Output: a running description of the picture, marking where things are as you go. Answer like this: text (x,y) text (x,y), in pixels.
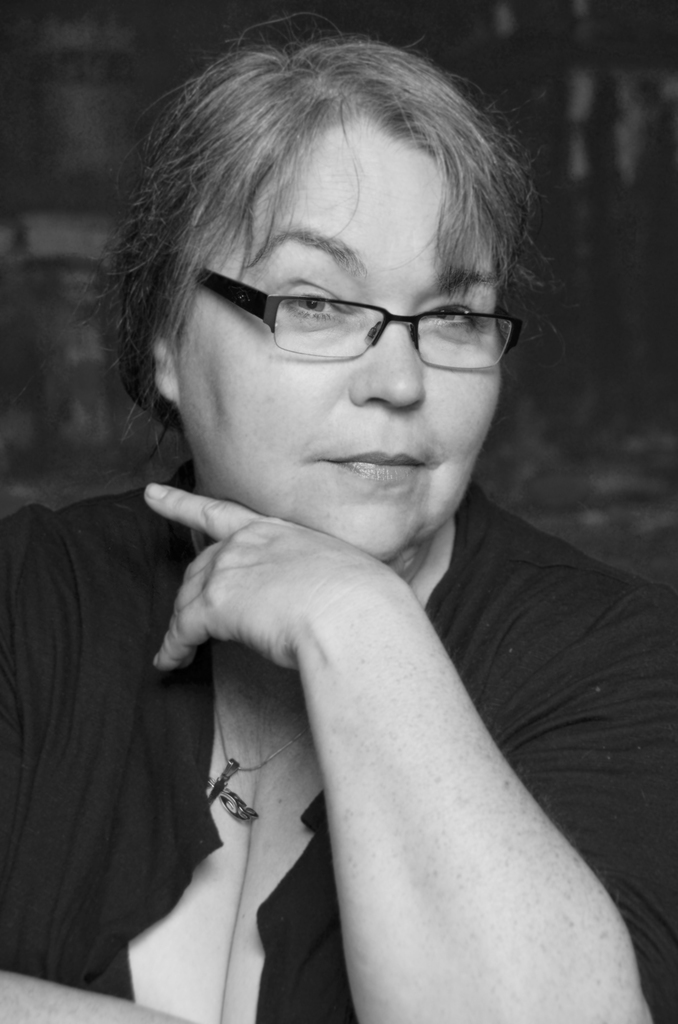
This is a black and white image. We can see a woman (277,614) with the spectacles (338,333). Behind the woman (280,312), there is the blurred background (22,272).
